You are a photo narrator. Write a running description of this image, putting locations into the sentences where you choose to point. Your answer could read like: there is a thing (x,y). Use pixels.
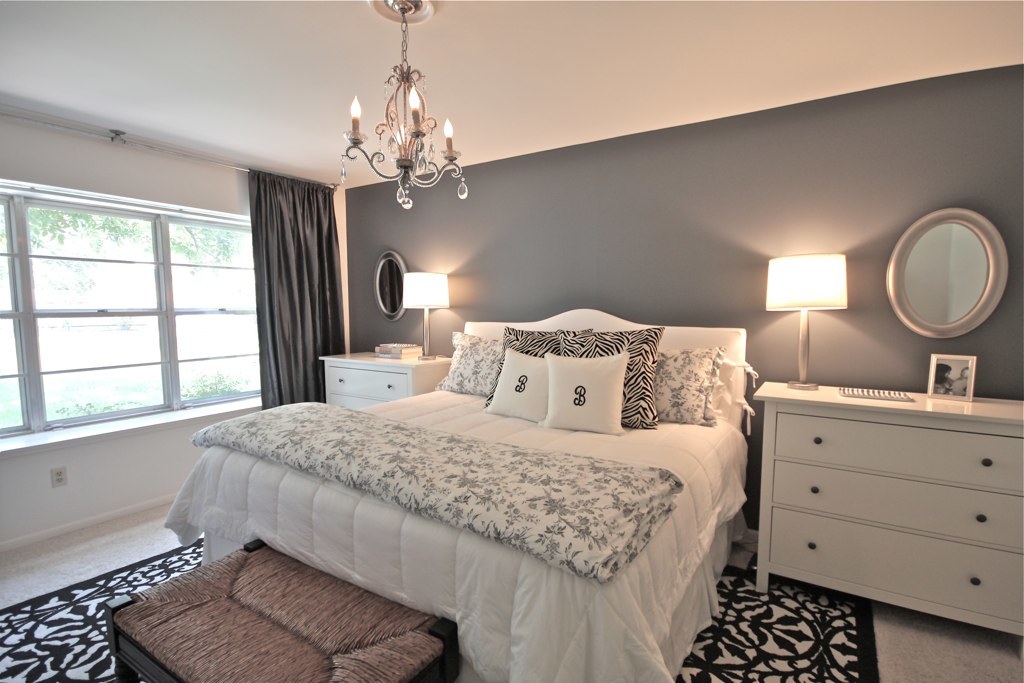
In this picture we can observe a bedroom (544,423). There is a bed (565,448) on which we can observe pillows (545,399) and a blanket (431,456). On the right side (899,497) there are cupboards (865,462) and a mirror (961,282) fixed to the wall (890,326). There are two lamps (437,302). On the left side (166,280) there are windows (147,327) and black color curtain (301,277). In the background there are trees (60,238).
